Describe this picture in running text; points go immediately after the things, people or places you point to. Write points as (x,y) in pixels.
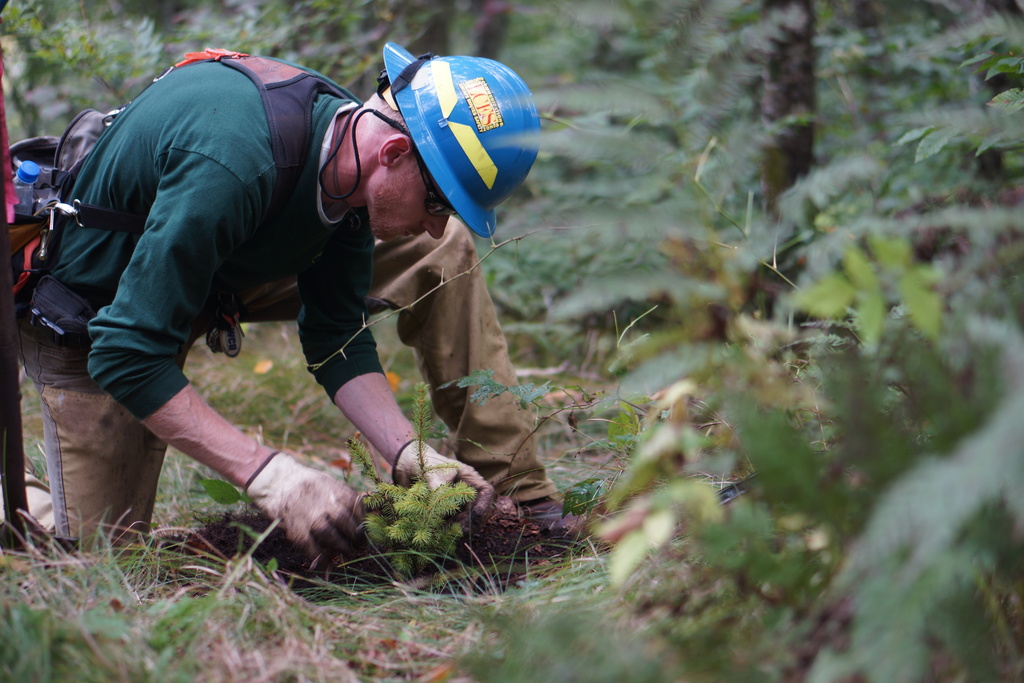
In this picture we can observe a person (195,293) wearing green color T shirt (202,173) and a blue color helmet (447,118) on his head (434,95). He is wearing gloves (492,492) and holding a plant (373,514) in his hands (322,534). We can observe some plants (655,195) in the background (570,41).
